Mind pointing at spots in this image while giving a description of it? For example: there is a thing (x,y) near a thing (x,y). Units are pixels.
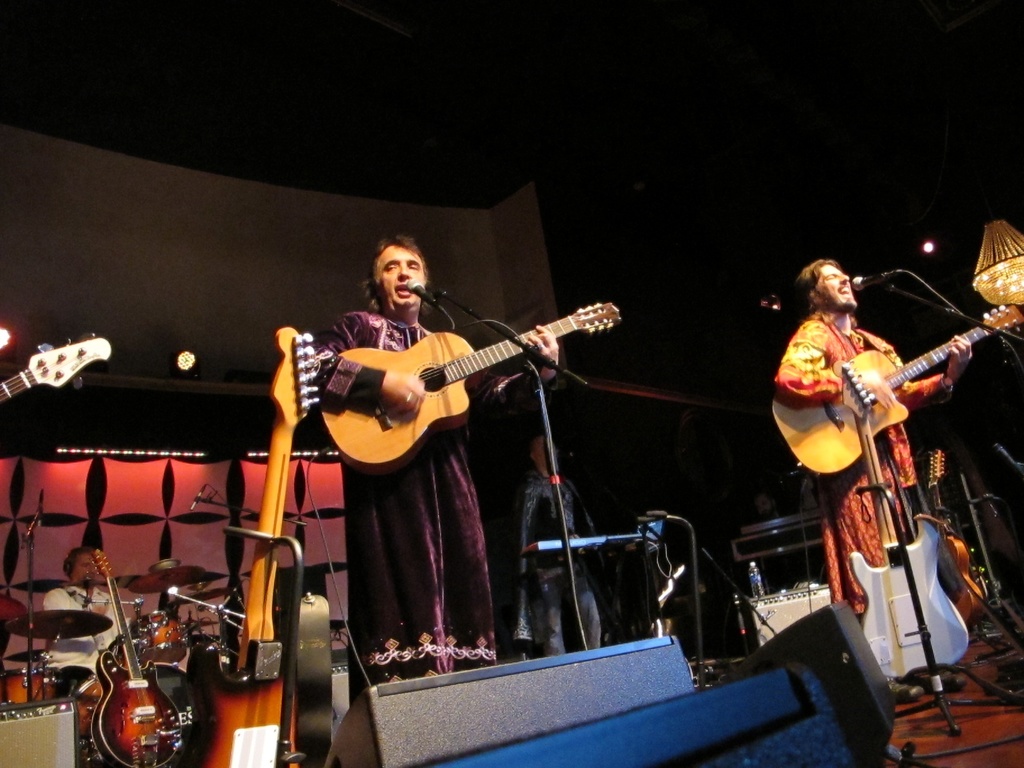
This is picture of a concert. Two persons (471,496) on the foreground (432,506) are singing along with playing guitar (433,414). There is microphone (437,303) in front of them. Which is attached to respective stands (547,429). There are guitars (225,682) in the stand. In the background (85,609) a person (70,644) is playing drum (103,621). In the background (571,532) in the middle (555,501) another person (560,538) is playing keyboard (548,542). There is a chandelier (999,288) in the right corner (994,272). In the background (199,362) there are lights (184,360), curtain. There is a carpet (979,722) on the floor (964,740).
